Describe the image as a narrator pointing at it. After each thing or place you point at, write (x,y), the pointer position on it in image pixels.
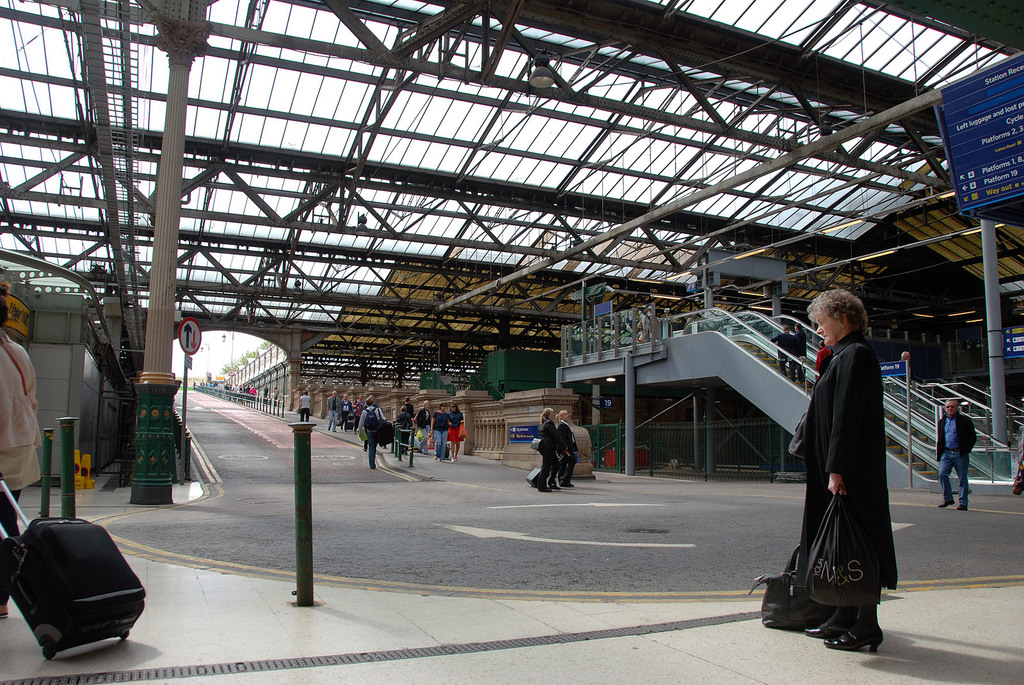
There are group of people (370,423) standing on the either side of the road (466,576) and there is an escalator (811,343) in the background (901,385).
